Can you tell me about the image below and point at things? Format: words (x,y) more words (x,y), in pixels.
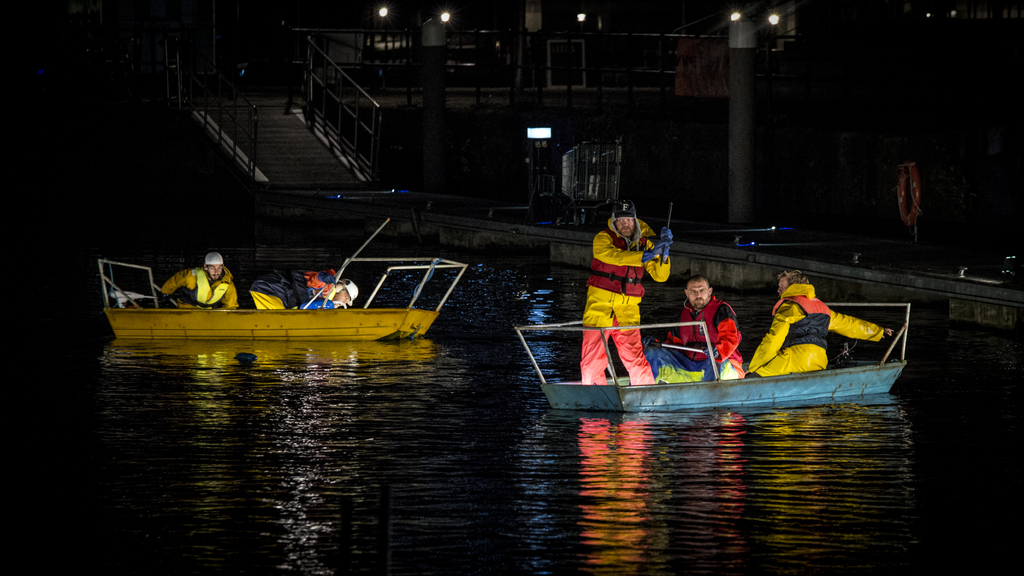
In this picture we can see few people (267,299) in the boats (366,316), and we can find few metal rods (517,333), lights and water (460,492).
